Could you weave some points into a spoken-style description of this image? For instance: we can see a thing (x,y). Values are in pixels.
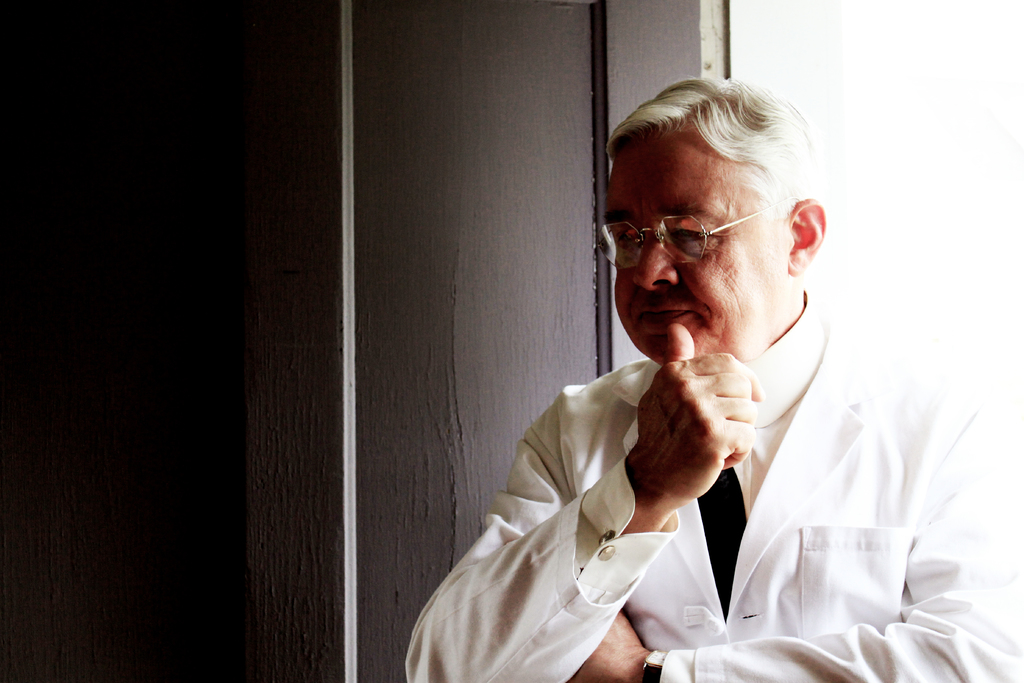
In the image there is a man (727,485), he is standing beside a wall (389,415).
